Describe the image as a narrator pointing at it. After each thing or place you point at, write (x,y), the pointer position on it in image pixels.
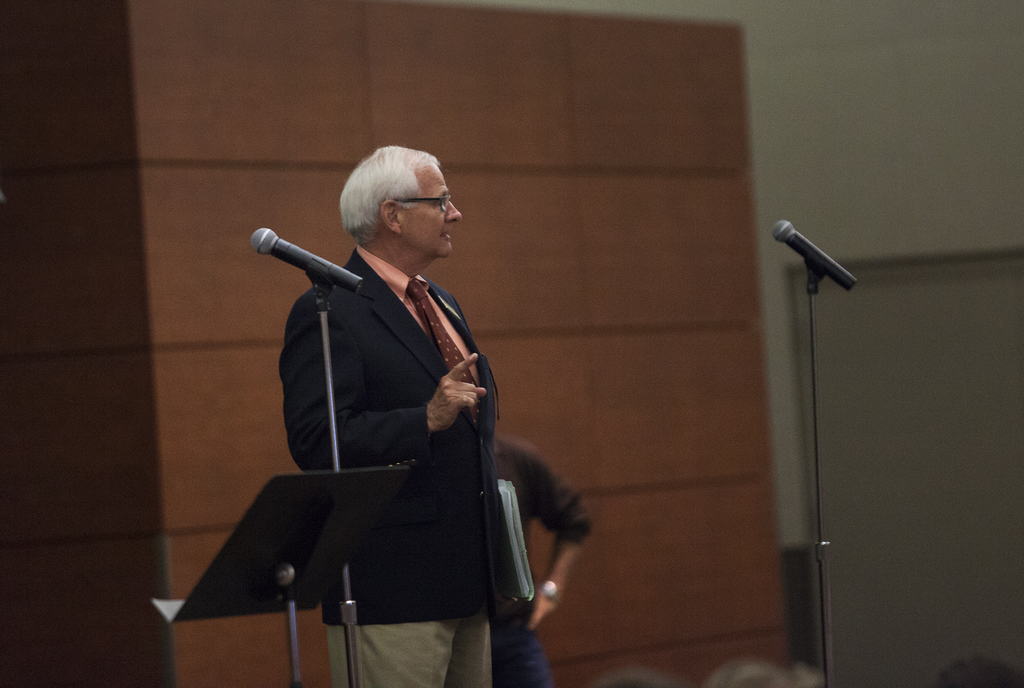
In the middle of this image (422,335), there is a person (408,291) in a suit (405,355), holding a file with a hand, standing and speaking. On the left side (321,322), there is a microphone (266,247) attached to a stand (318,282). Beside this stand (312,271), there is another stand (324,537) arranged. On the right side (820,591), there is a microphone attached to a stand (825,604). In the background (567,500), there is a person (520,508) standing and there is a wall (552,232).
